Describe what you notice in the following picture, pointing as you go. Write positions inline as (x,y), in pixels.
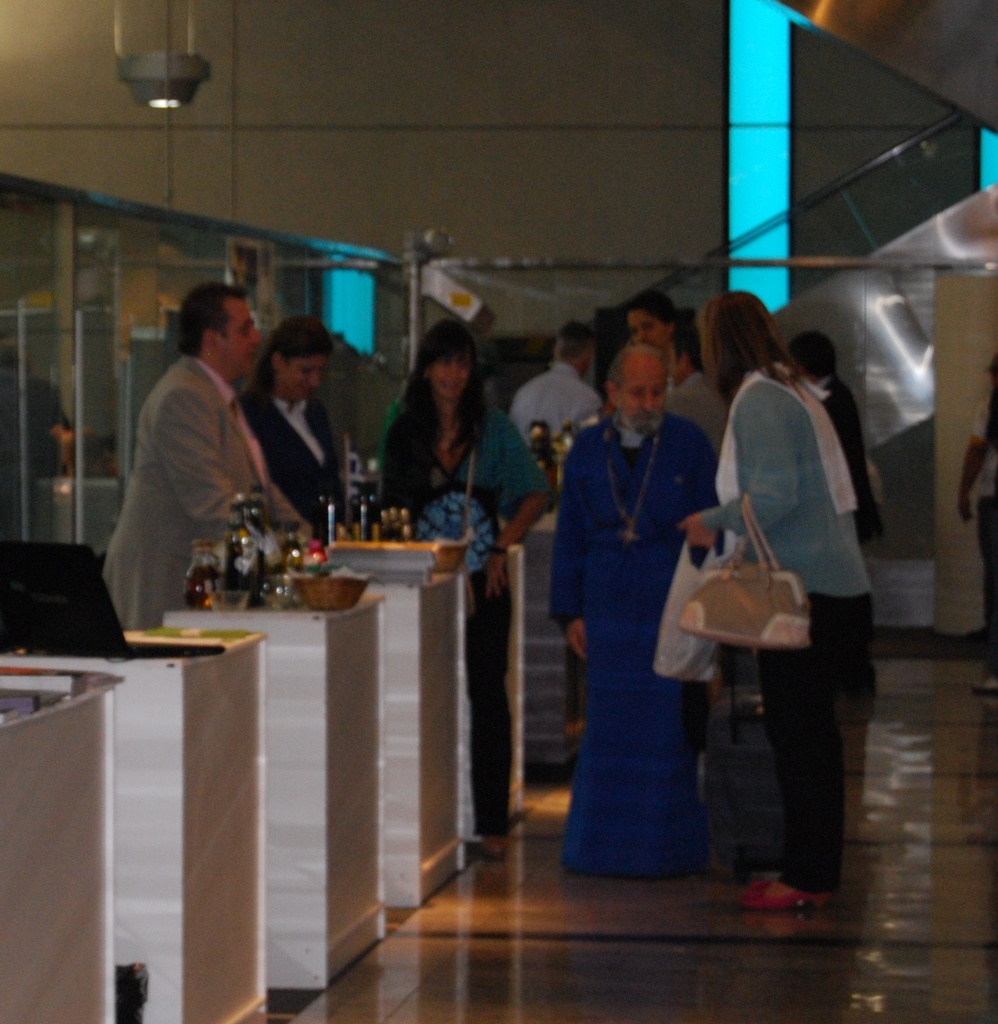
In this picture we can see a group of people (799,867) on the ground (743,906), one woman (785,851) is holding a polythene cover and wearing a bag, here we can see tables (447,764), laptop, bottles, basket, wall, rods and some objects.
